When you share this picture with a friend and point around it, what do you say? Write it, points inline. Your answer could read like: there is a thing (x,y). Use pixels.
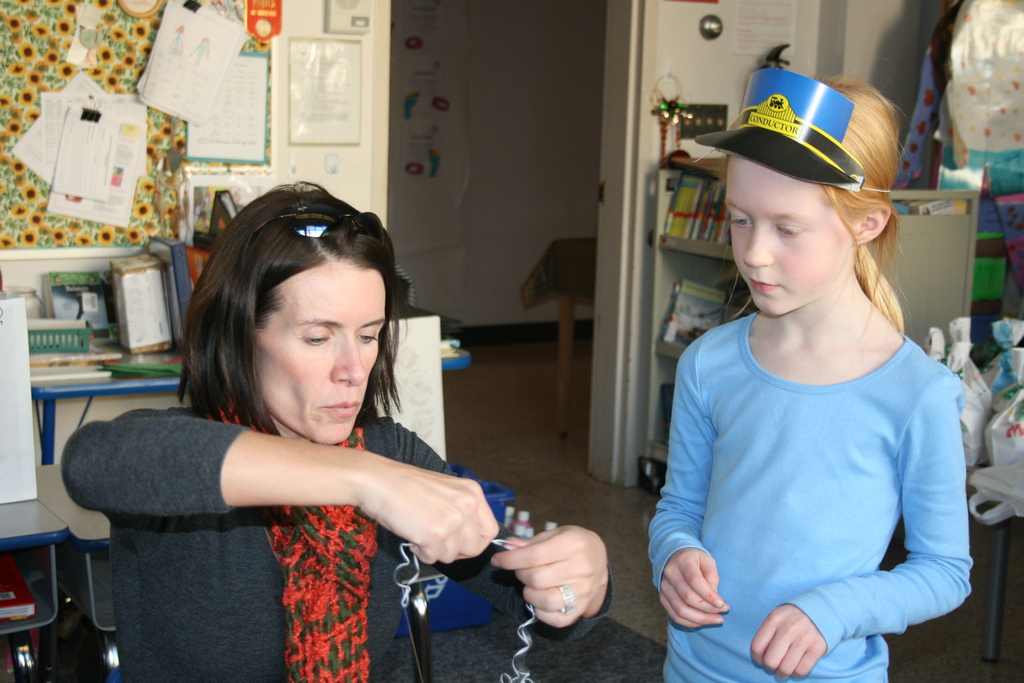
In this picture there is a woman (376,412) at the bottom left (260,557) and she is holding something. She is wearing a grey dress (239,538) and red scarf (314,607). Towards the right (779,521), there is a girl (709,368) wearing blue t shirt (807,415) and a cap (785,75). In the center (464,325), there is an entrance (567,156). On both the sides of the image there are shelves (59,365) with books (138,275). At the top left (67,75), there is a board (62,44) with papers (213,138).
